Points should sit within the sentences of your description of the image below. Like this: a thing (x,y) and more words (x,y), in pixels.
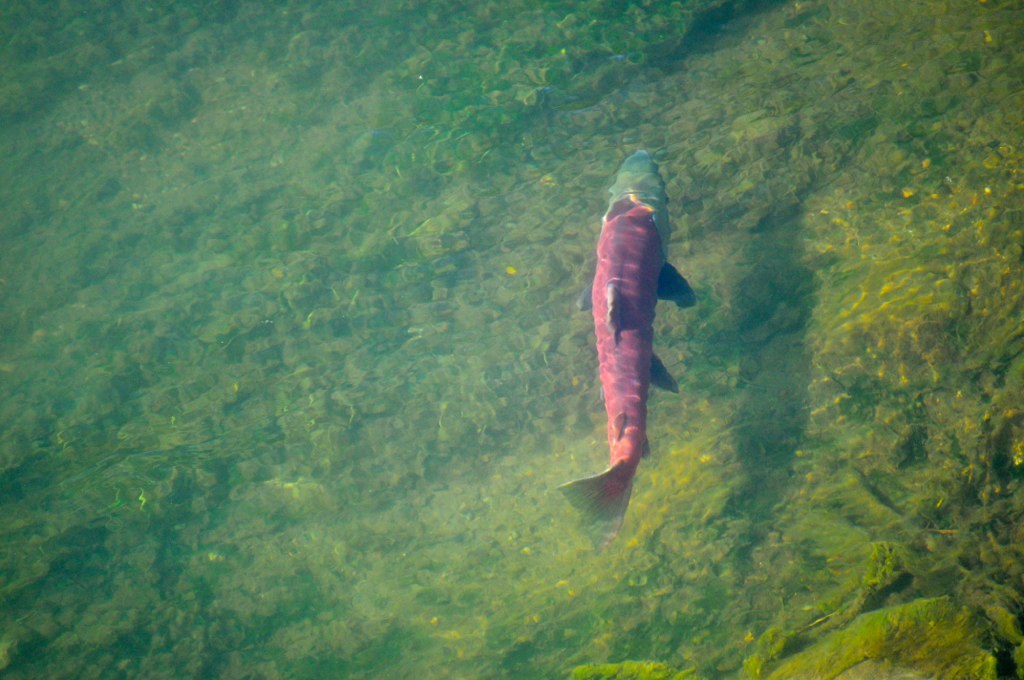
In this picture there is a fish (652,379) in the water (794,329). At the bottom (816,578) we can see the grass (834,636) and stones (327,605).
